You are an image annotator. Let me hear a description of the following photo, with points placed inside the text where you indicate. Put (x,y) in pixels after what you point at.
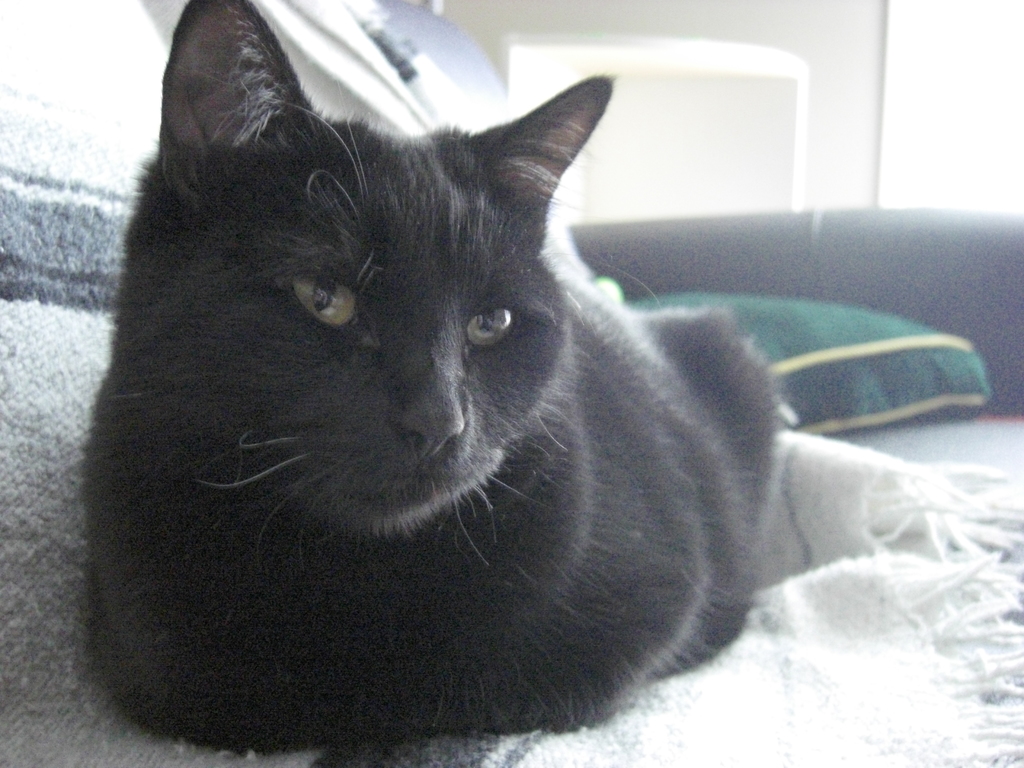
In this image, we can see a black cat (697,454) on a cloth (43,571), we can see a pillow (897,356) and a door (718,52).
